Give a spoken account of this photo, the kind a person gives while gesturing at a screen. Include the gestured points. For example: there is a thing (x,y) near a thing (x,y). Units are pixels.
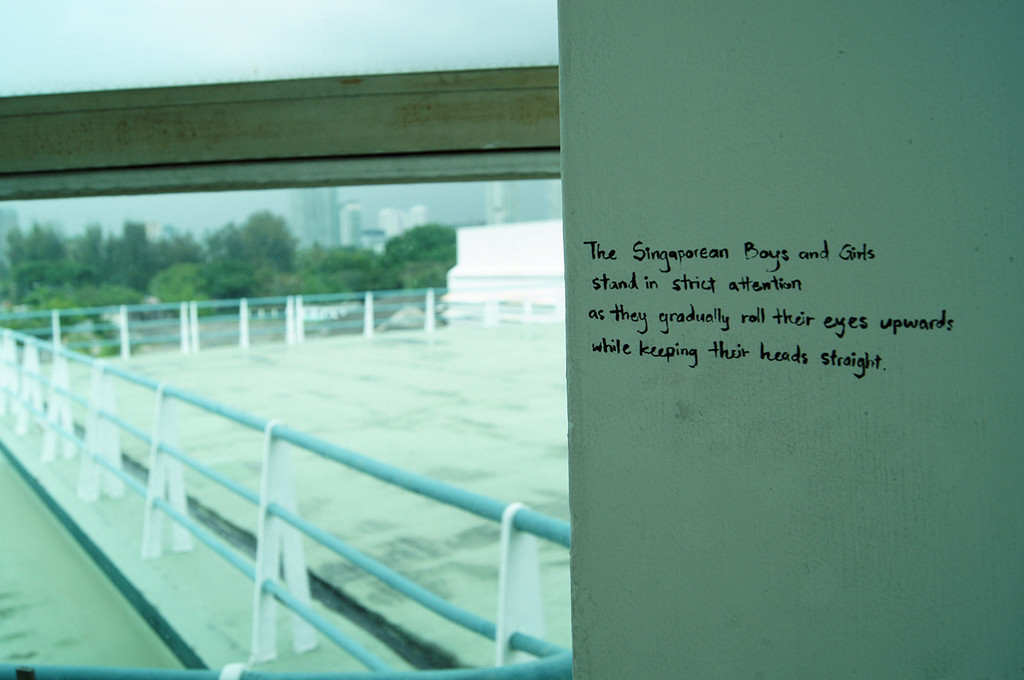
Here we can see text (866,249) written on a wall (698,446). This is a fence (265,553). In the background (271,234) we can see trees (262,294), buildings (341,238), and sky (63,62).
